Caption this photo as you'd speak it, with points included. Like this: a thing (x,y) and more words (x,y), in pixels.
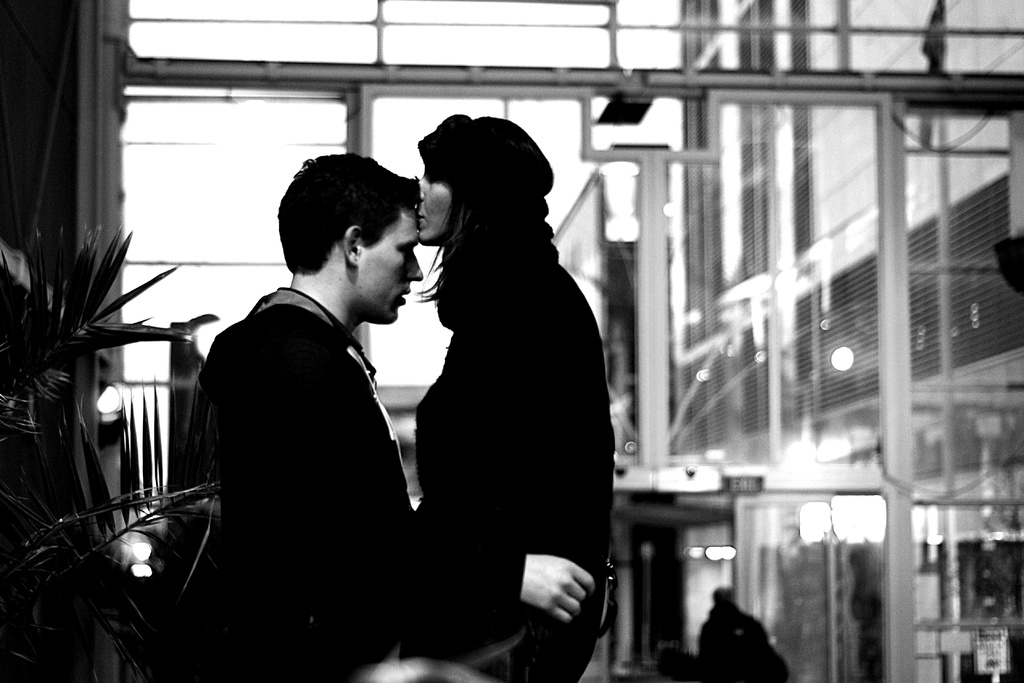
This is a black and white picture. In this picture we can see a woman (532,333) is kissing on a man's forehead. On the left side of the picture (38,514) we can see a plant (91,456). On the right side (684,295) we can see a building (988,295). In the bottom right corner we can see a board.
